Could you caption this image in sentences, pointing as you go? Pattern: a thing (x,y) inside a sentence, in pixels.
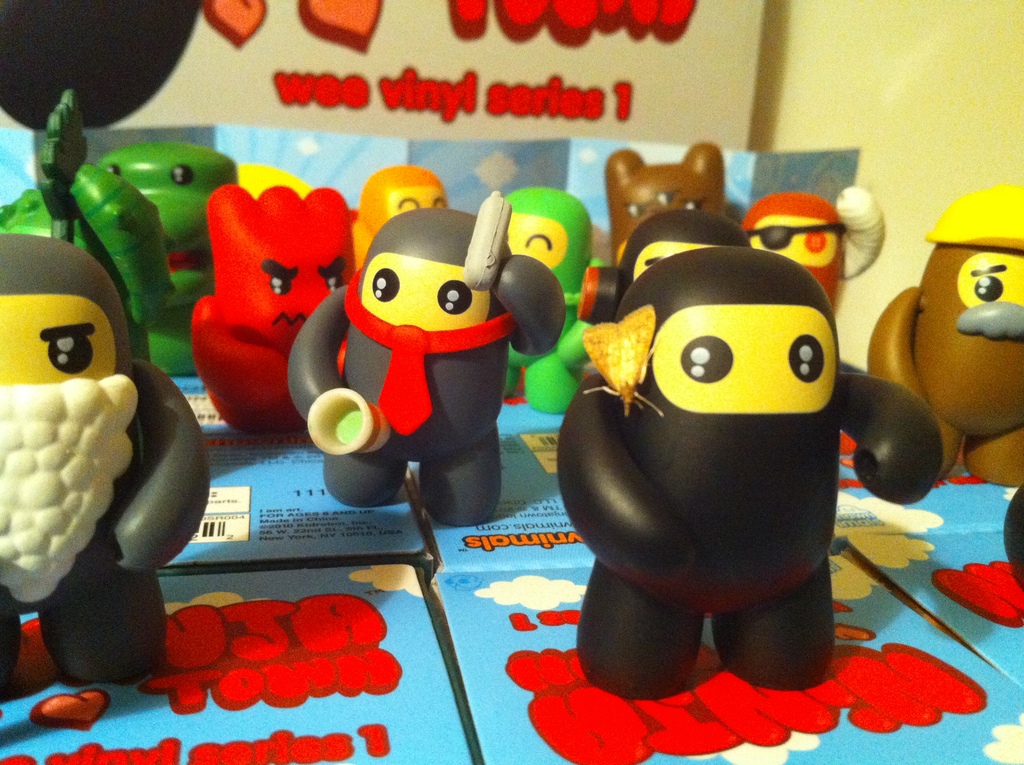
In this image there are boxes (439,598) on the bottom (518,674). There are colorful baby toys (447,370). There is a wall (842,90) with some text (585,1).
